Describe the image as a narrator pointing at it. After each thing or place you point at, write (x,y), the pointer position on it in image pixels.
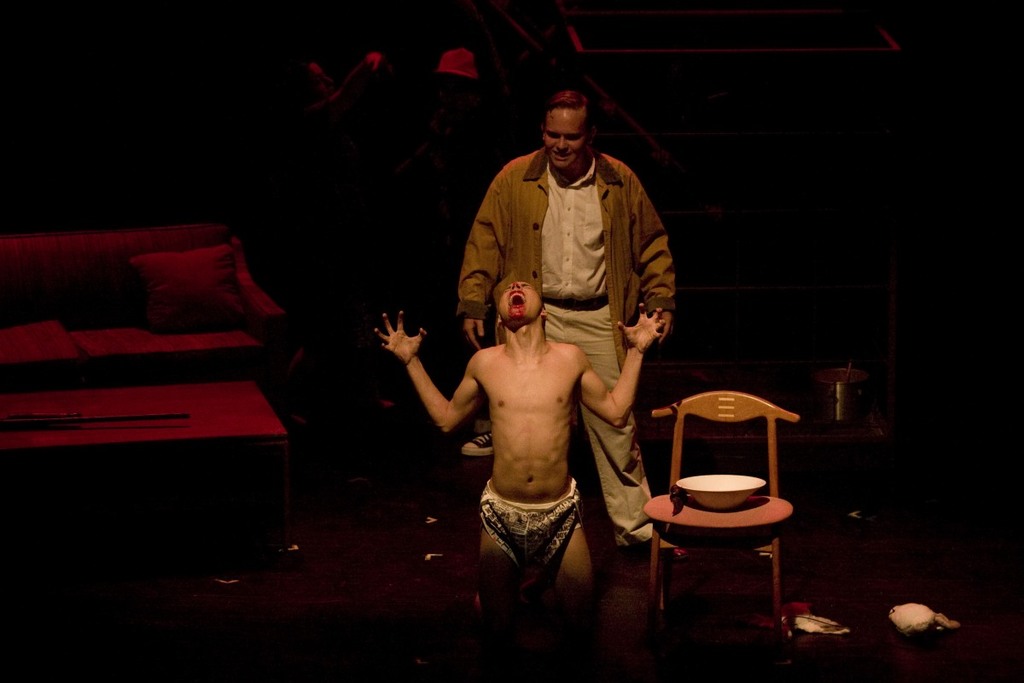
In this picture we can see two persons (639,521). This is chair (696,509) and this is bowl (732,479). Here we can see a sofa (167,356). And this is table (254,394).
